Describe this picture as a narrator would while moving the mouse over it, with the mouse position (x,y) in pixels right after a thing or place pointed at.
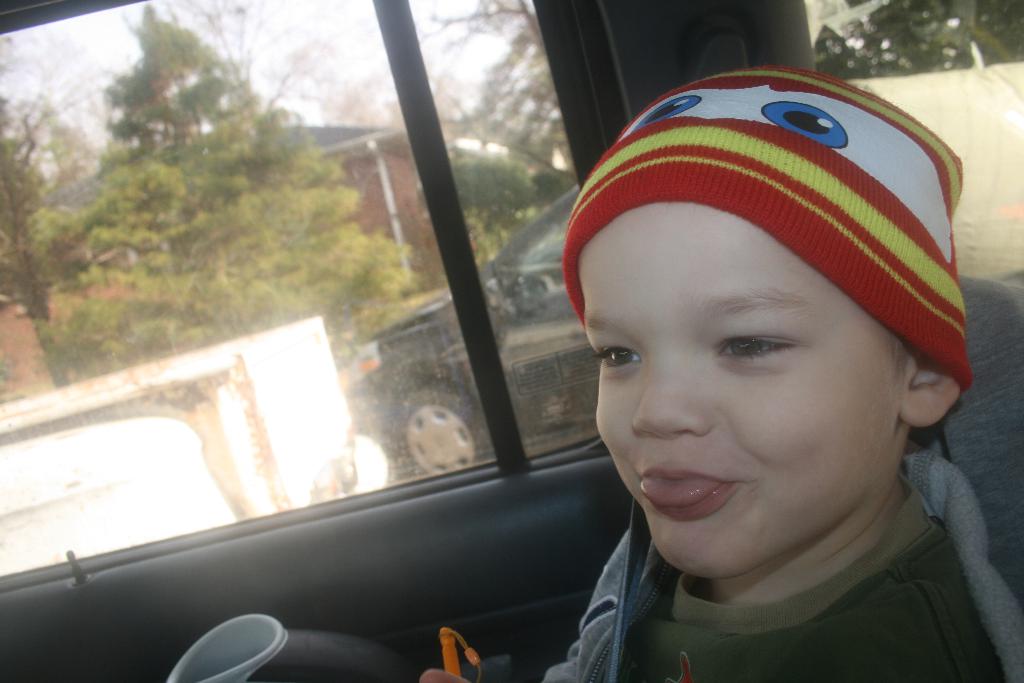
There is a small boy (615,314) in a vehicle (499,365) in the foreground (490,370), there are trees (338,249), houses (395,220), vehicle (522,260) and sky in the background area (269,206).
